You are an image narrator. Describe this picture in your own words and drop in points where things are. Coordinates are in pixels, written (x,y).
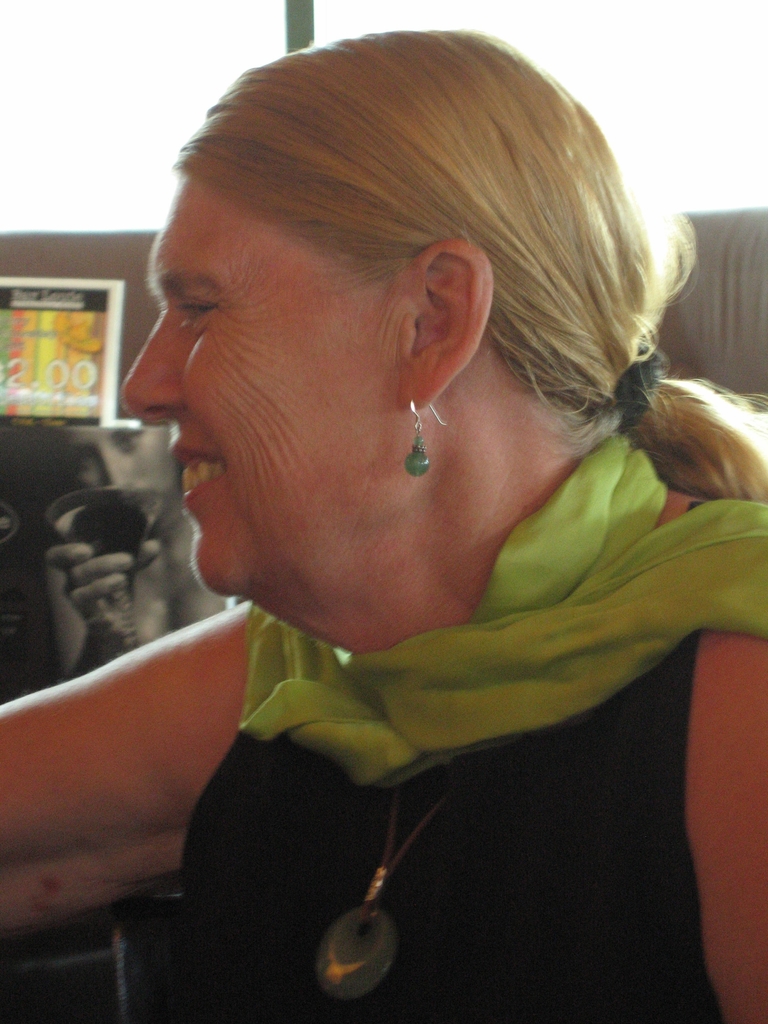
A woman (498,760) is present wearing a green stole (752,579) and a black dress (304,759). She is wearing an earring (418,421) and has blonde hair (378,166).
